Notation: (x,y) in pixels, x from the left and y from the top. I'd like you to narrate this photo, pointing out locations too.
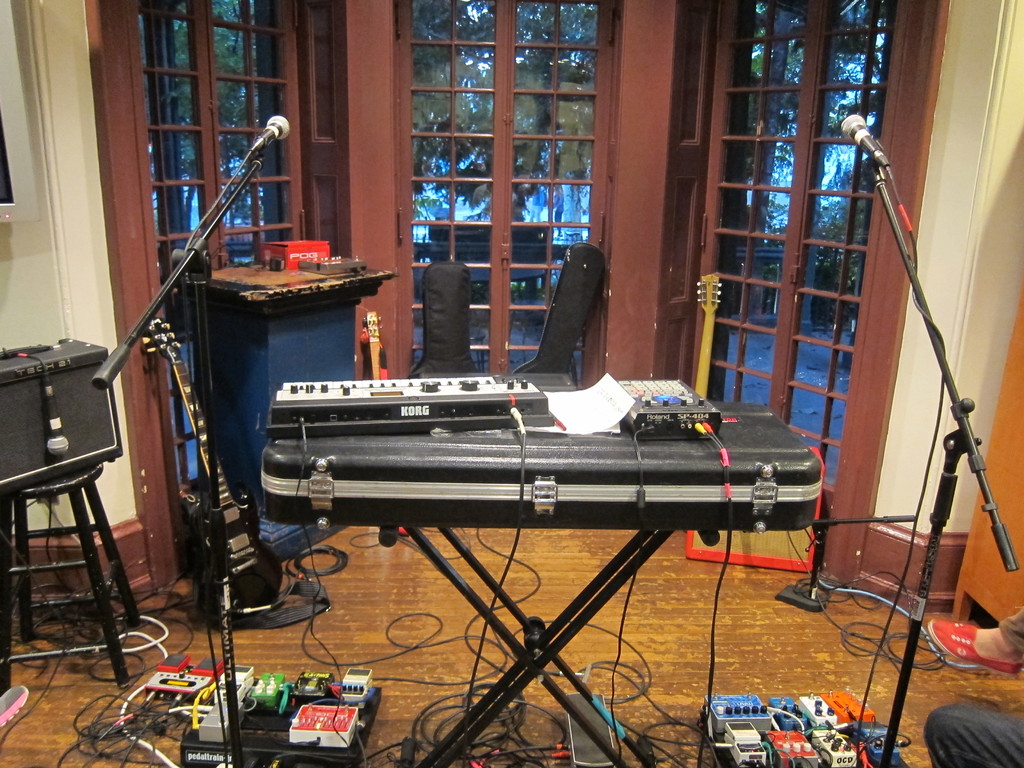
In this image, we can see musical instruments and there are wires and mics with stands (934,520) and we can see some people (958,630) and there are windows (518,107), through the glass (541,87) we can see trees (560,83) and there is a wall (974,301). At the bottom (668,612), there is a floor (637,620).
